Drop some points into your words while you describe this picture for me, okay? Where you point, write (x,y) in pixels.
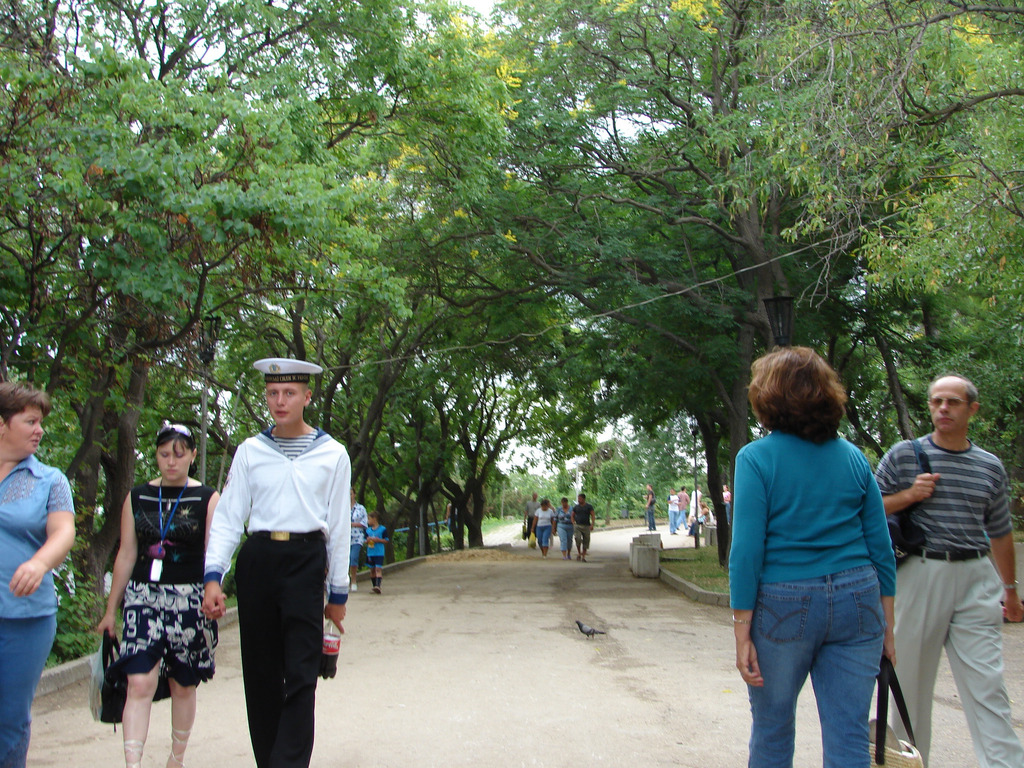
This picture shows few people (841,697) walking and we see a man (285,640) holding a bottle (331,640) in his hand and he wore a cap (273,372) on his head (272,388) and we see a woman (130,630) holding a bag (102,637) in her hands (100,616) and we see another woman (864,703) holding a bag (885,715) and walking and we see a man (901,468) wore a backpack (916,440) and we see trees (600,308) and a bird (577,621).
